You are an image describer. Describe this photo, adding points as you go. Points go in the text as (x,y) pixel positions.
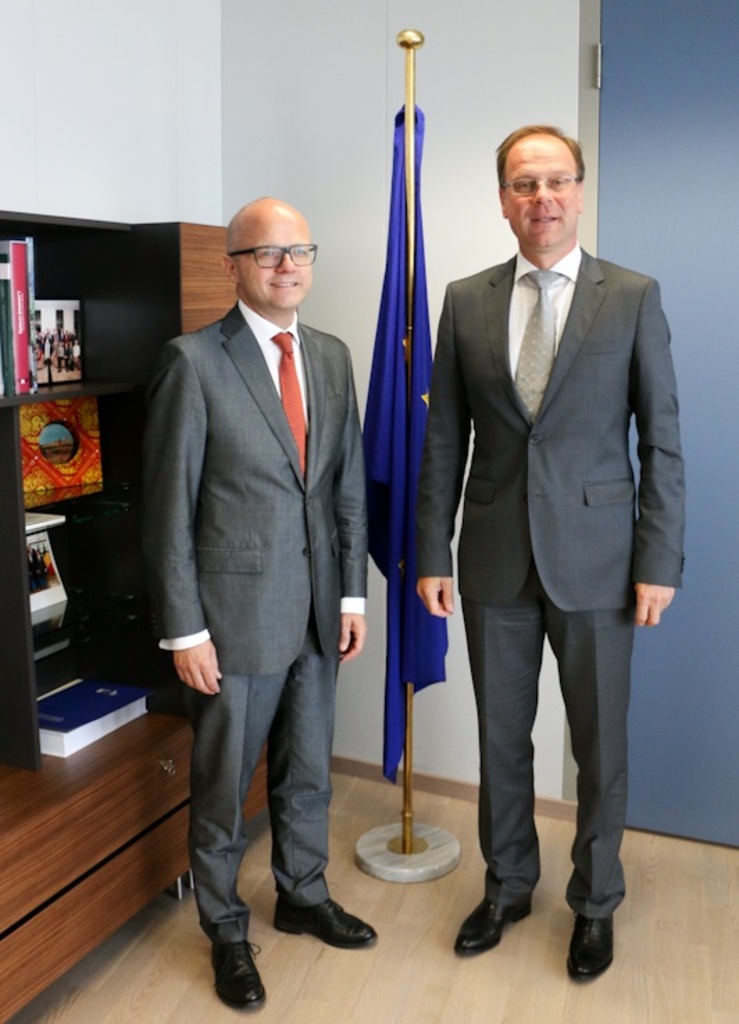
In this image we can see two men (451,515) standing in the room (465,716) there is a flag (409,461) with rod (406,169) behind them, beside a man (281,447) on the left side (73,423) there is a shelf (98,591) with books (32,288) and picture frames (77,472) and there is a door (700,403) behind the man (558,323) on the right side (687,646).
